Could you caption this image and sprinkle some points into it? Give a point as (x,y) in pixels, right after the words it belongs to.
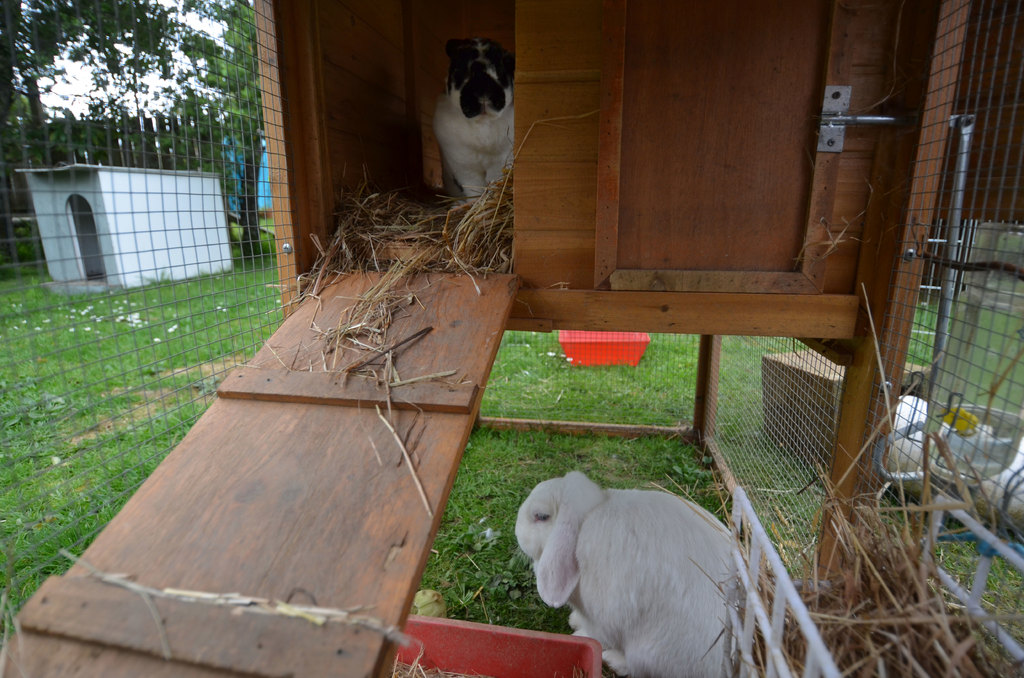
In this image there are kennels (603,221). At the bottom (643,588) there is a rabbit (626,554) and we can see grass (647,347). There is a rabbit (464,162). On the right (821,455) we can see a cardboard box (789,426) and there are bowls (514,655). There is a mesh (947,464). In the background (236,105) there are trees (259,137) and sky (177,70). There is a fence (184,162).
